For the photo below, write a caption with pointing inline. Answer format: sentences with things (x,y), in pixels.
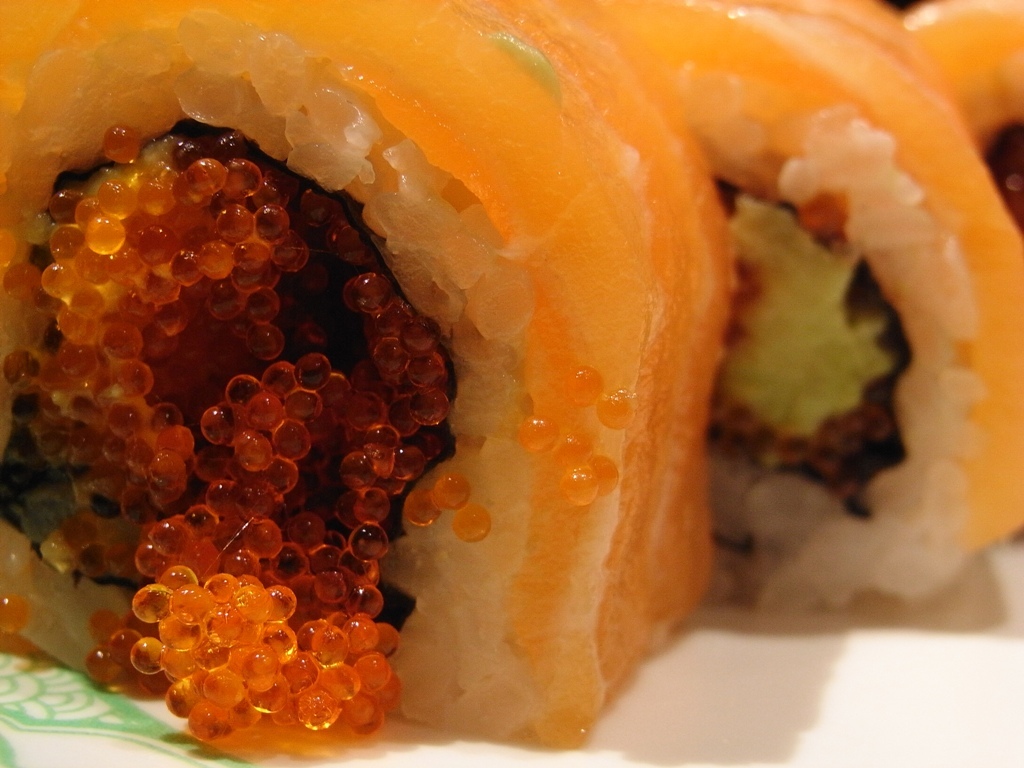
In this image, we can see food (579,275) on the white surface (845,719).
